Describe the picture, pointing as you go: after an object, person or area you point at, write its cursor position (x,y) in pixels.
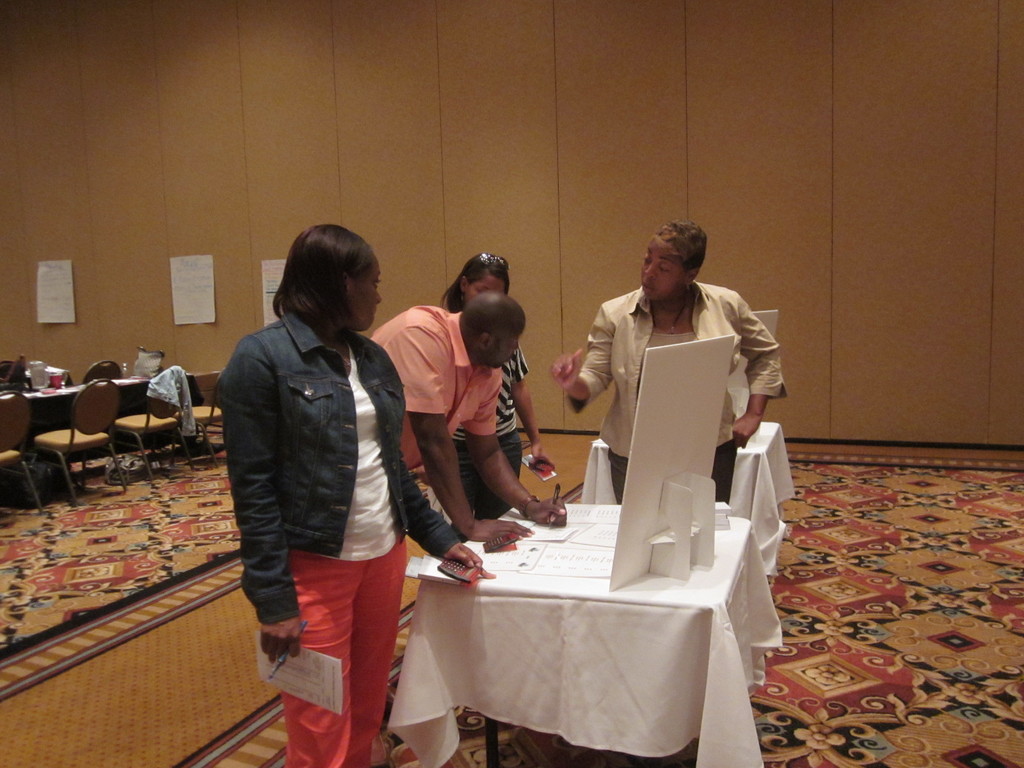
This image is clicked in a room (164,323). On the left side (97,393) there are tables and chairs (20,417). In the middle (591,457) there are tables (689,600) on which there is display board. There are four people (629,334) standing around the table (591,614). On the table (562,610) there are papers (592,572). There is a carpet (755,709) in the bottom (232,614). There are papers (207,297) pasted on the left side (268,301).
